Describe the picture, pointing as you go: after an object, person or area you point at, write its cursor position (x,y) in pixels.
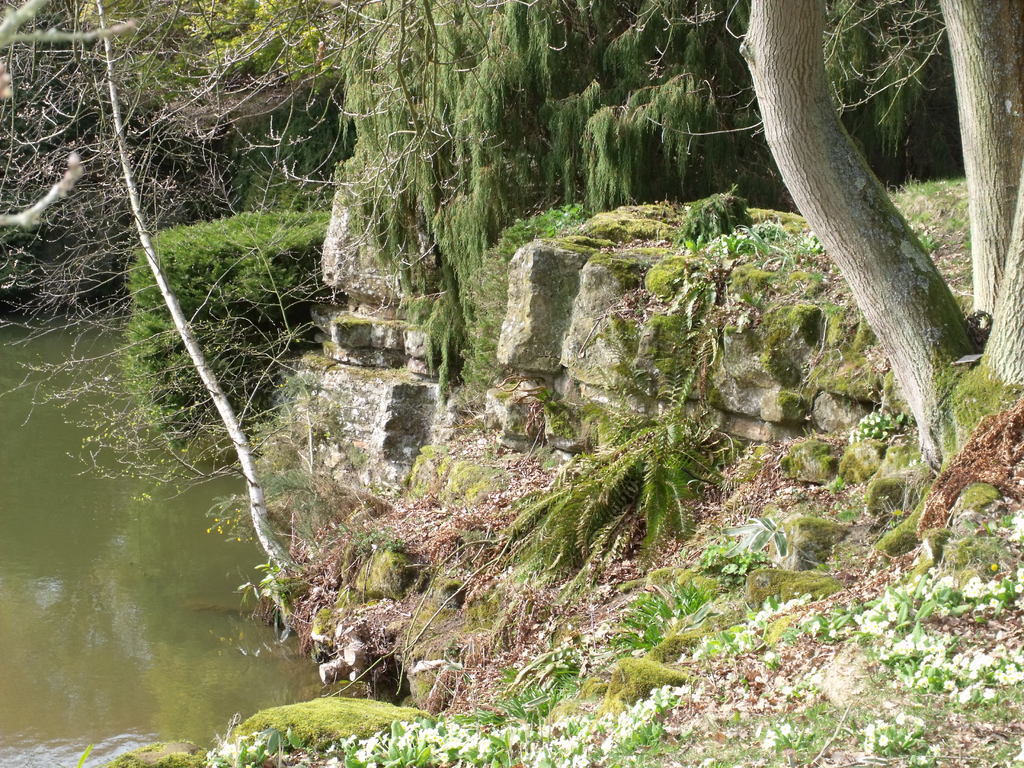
In this image, I can see the rocks (513,291), trees (495,315) and plants (511,671). On the left side of the image (121,632), there is water (91,573).
